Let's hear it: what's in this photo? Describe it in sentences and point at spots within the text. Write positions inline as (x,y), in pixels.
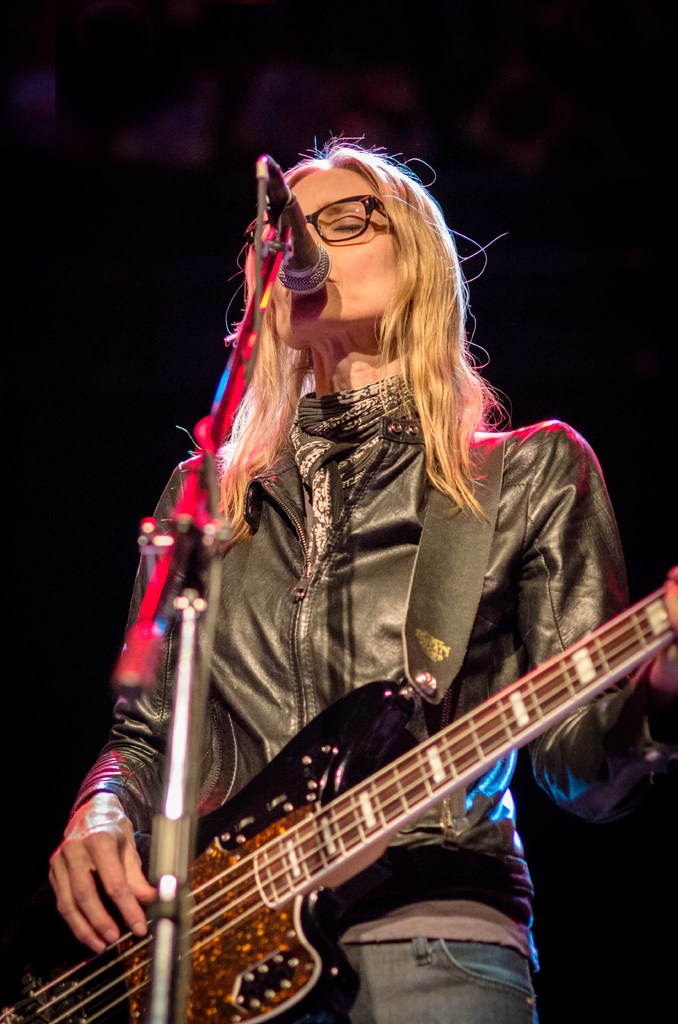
It is a music concert where a woman (343,618) is wearing a black color jacket (343,618) is also wearing a guitar (335,895) around her, she is playing the guitar (251,933) and also singing a song she is closing her eyes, the background (187,143) is of black color.
